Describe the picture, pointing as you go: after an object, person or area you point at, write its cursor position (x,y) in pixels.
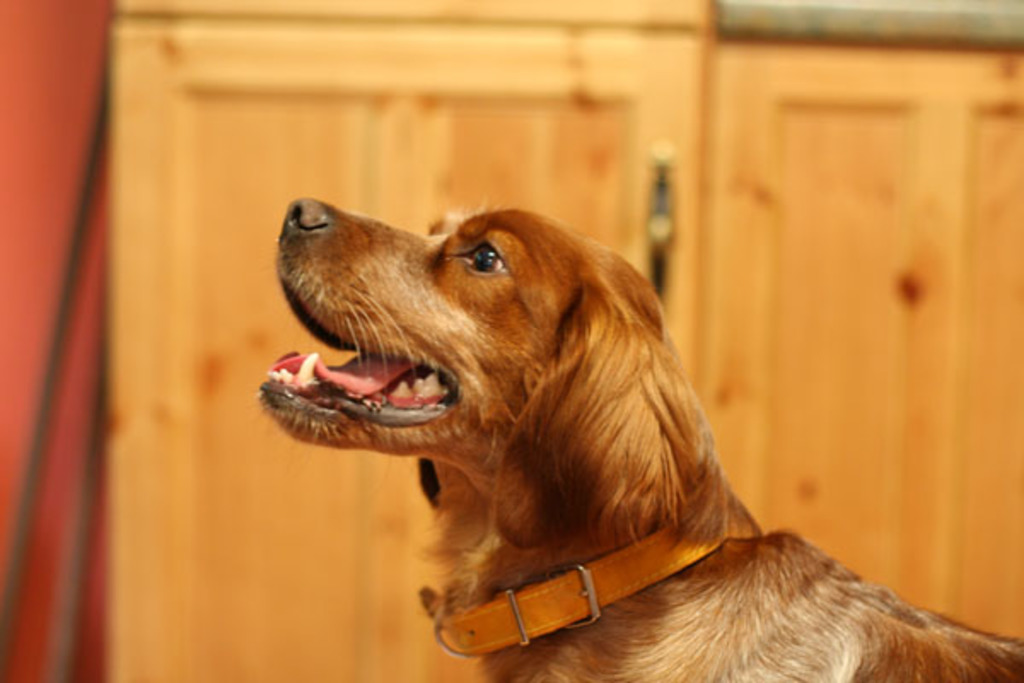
In this image we can see a dog (522,309) with a collar (627,571). In the background (750,314) it is blurry and we can see wooden objects (573,165).
